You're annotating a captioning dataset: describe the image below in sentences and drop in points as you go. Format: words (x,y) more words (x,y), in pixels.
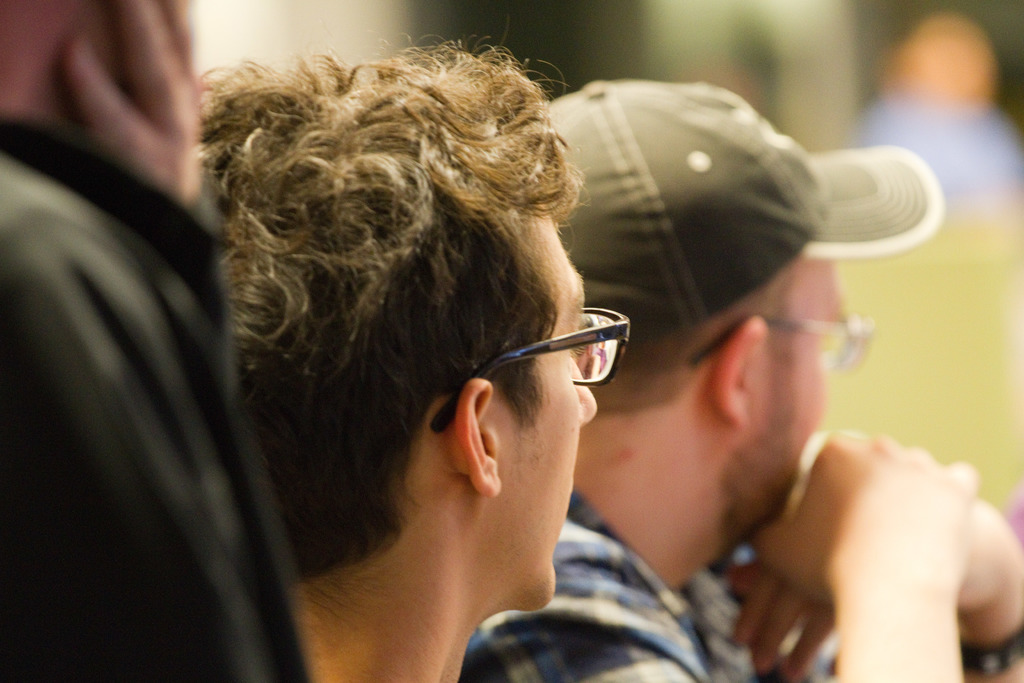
In this picture we can observe two men (644,358) wearing spectacles (832,331). One of the men (724,255) is wearing green color cap (711,269) on his head (655,356). On the left side (83,368) there is another person (149,287). In the background (877,88) it is completely blur.
